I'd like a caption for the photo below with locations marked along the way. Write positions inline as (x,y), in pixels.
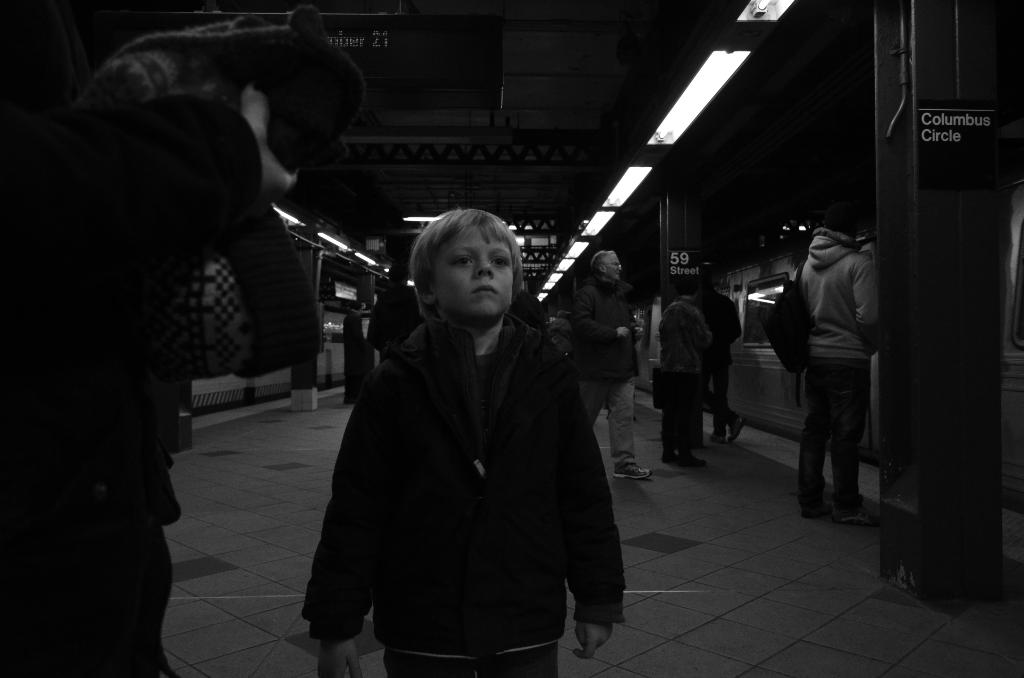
This is a black and white image in which we can see there are so many people (431,513) walking on the platform (781,509), beside them there is a train (1007,317) and some lights (656,144) attached to the ceiling (637,141).
